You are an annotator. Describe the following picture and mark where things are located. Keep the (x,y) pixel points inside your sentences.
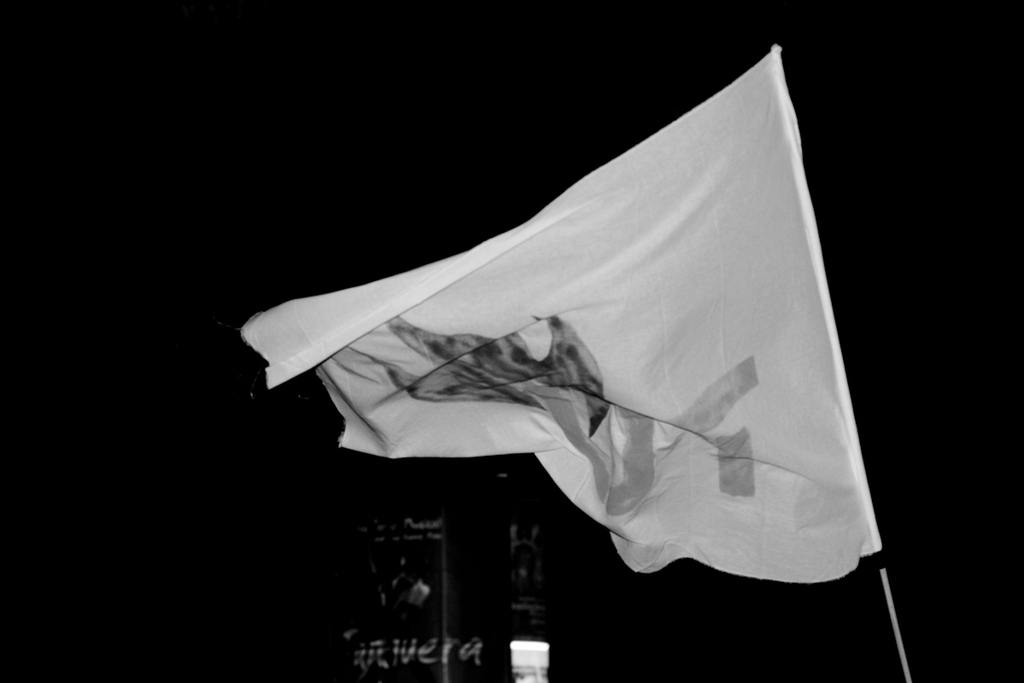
It is a black and white image. In this image we can see a flag (602,361) and also the text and the background (10,217) is in black color.
